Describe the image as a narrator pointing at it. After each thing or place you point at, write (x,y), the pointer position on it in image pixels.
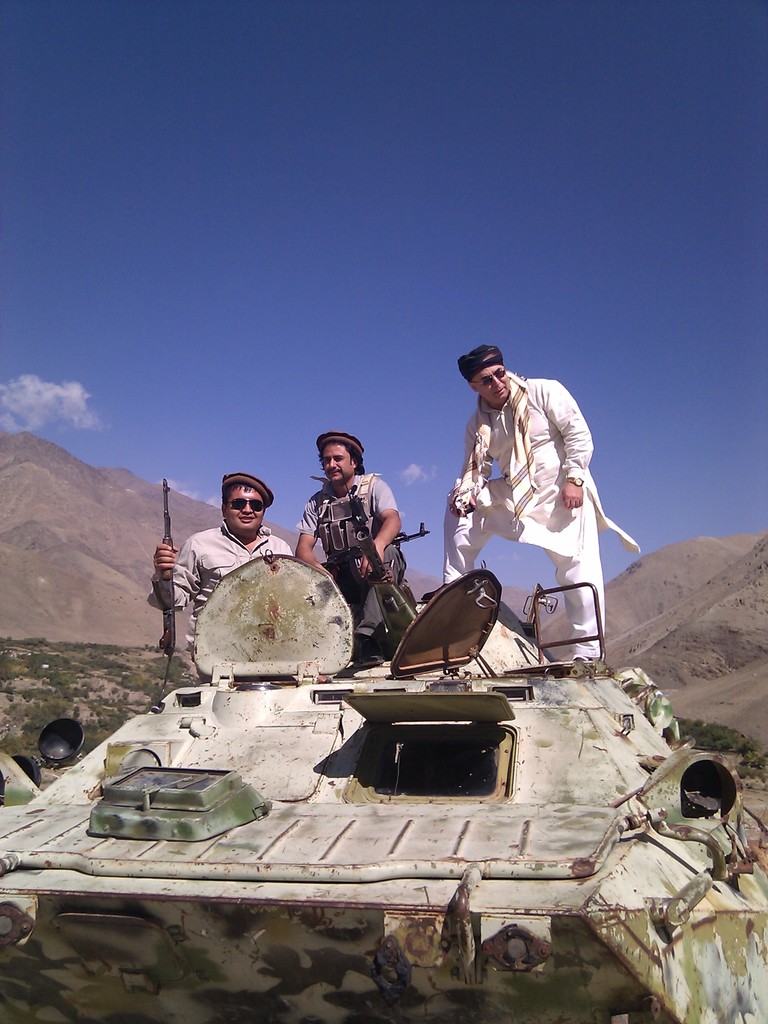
In this image I can see there is a battle machine (477,872) 3 men (340,545) are standing on it. On the left side (117,483) there are hills (103,483) at the top (390,196) it is the sky (390,196).
